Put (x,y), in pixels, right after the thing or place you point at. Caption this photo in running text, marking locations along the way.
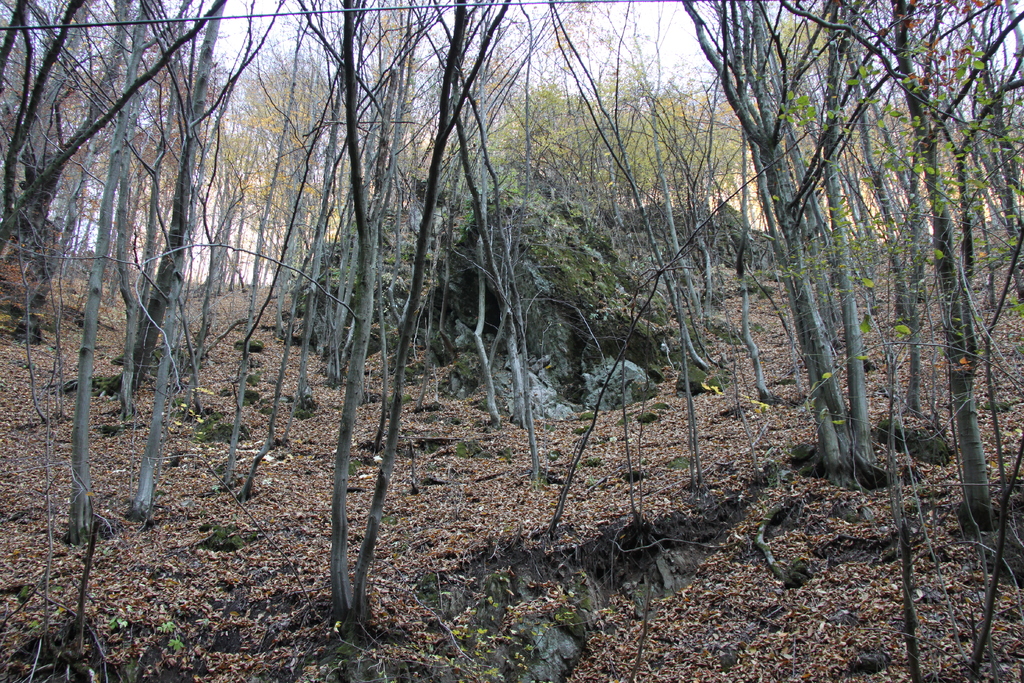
In this image we can see many trees (617,61). There are many dry leaves (787,637) on the ground (578,570) in the image. There is a sky (655,64) in the image.
